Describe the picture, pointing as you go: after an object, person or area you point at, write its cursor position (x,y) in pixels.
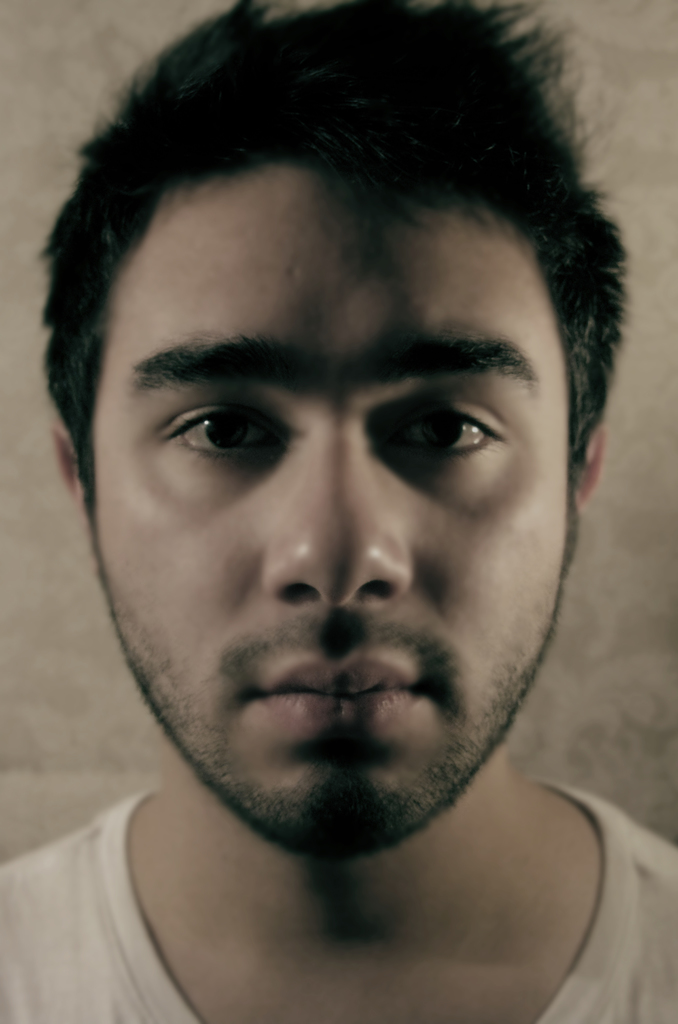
In this picture there is a person (278,608). In the background (26,120) it is wall (615,363).
